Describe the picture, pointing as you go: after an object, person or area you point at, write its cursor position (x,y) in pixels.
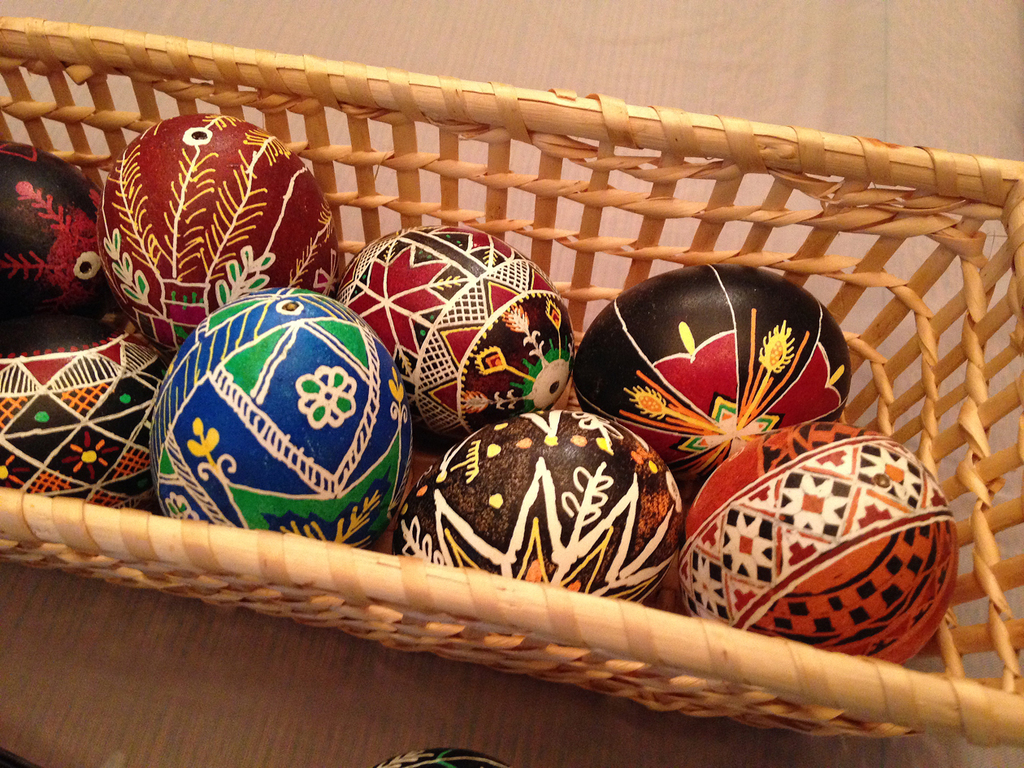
In this picture we can see there are paintings (164,291) on some objects (336,251) and the objects (268,323) are in a basket (53,94).
